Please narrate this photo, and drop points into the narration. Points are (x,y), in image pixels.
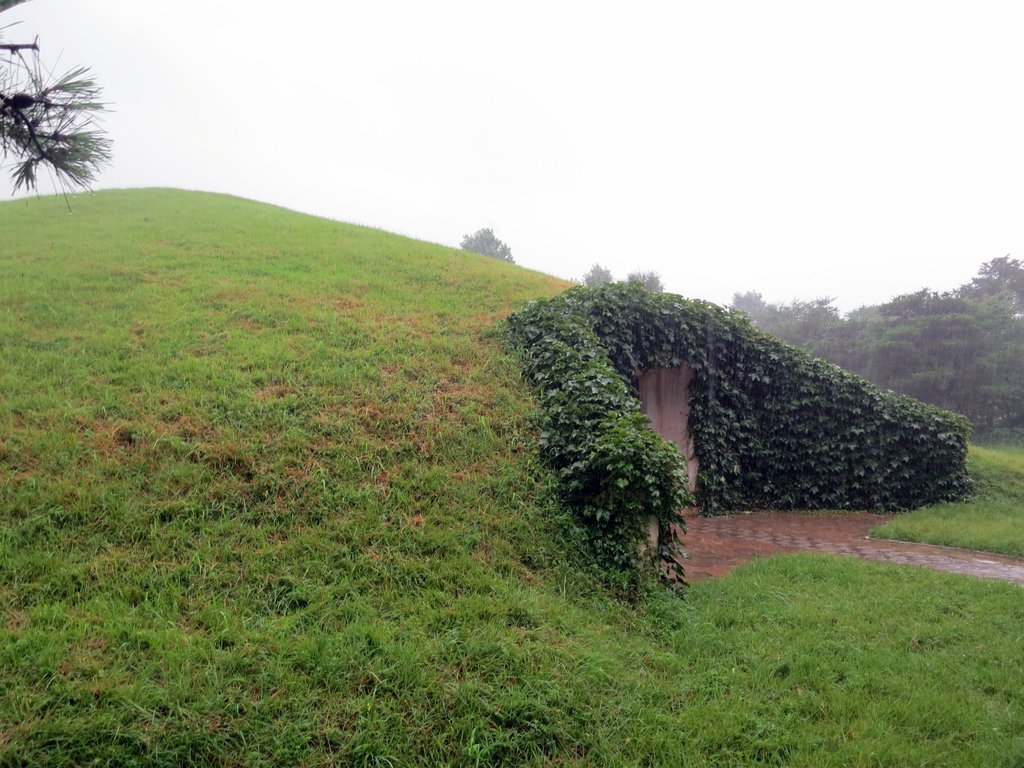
This picture is clicked outside the city. In the foreground (455,574) we can see the green grass (594,576) and the hill (215,287). In the background (225,112) there is a sky (545,105) and the trees (979,374).
